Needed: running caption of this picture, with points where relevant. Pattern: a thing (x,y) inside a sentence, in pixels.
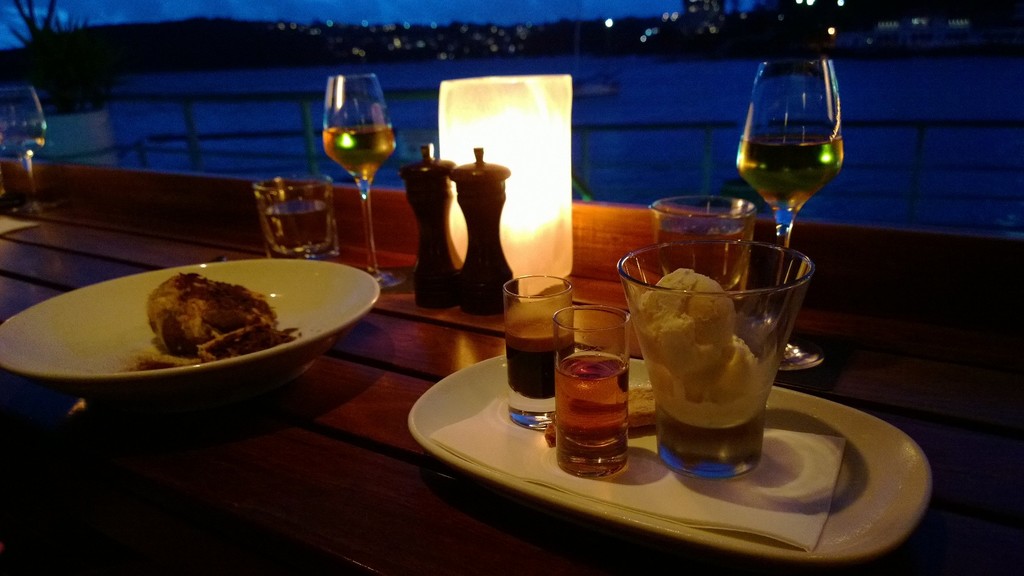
In the picture there is a table (419,448) and there are glasses (327,148), bowls (190,318), plates (502,448), desserts (743,399) and candle (530,206) on the table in the background (669,78) there is a lake (667,74) and some trees (140,54).
